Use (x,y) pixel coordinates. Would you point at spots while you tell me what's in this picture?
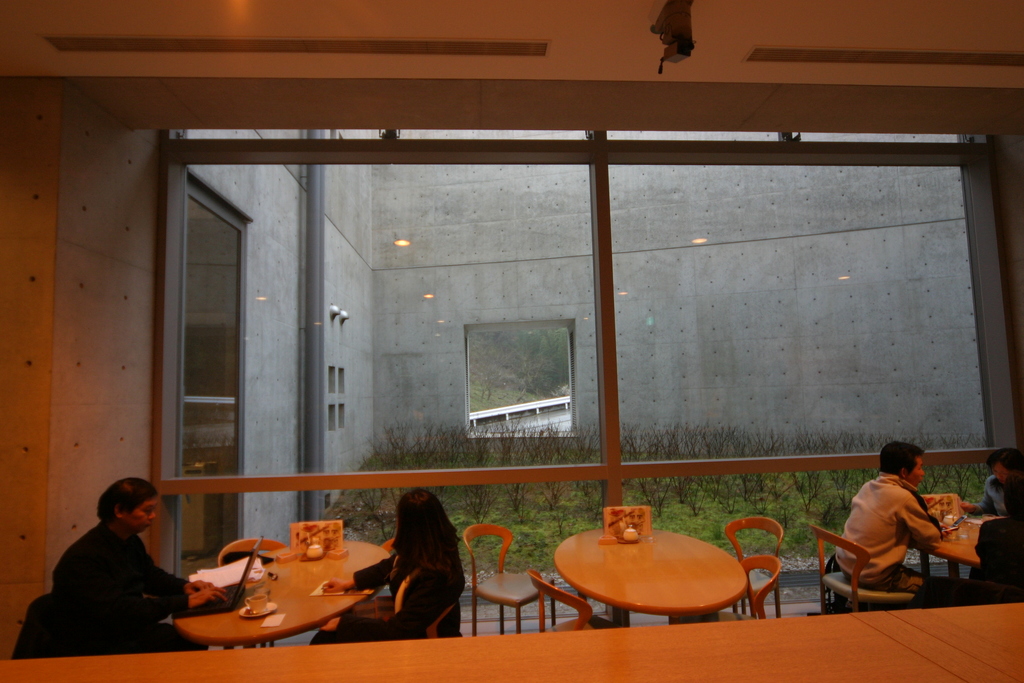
In this image I can see few people (997,567) are sitting on chairs (278,548). I can also see few tables (608,579) and plants (454,506) over here. Here I can see a laptop (248,574) on this table (269,596).
